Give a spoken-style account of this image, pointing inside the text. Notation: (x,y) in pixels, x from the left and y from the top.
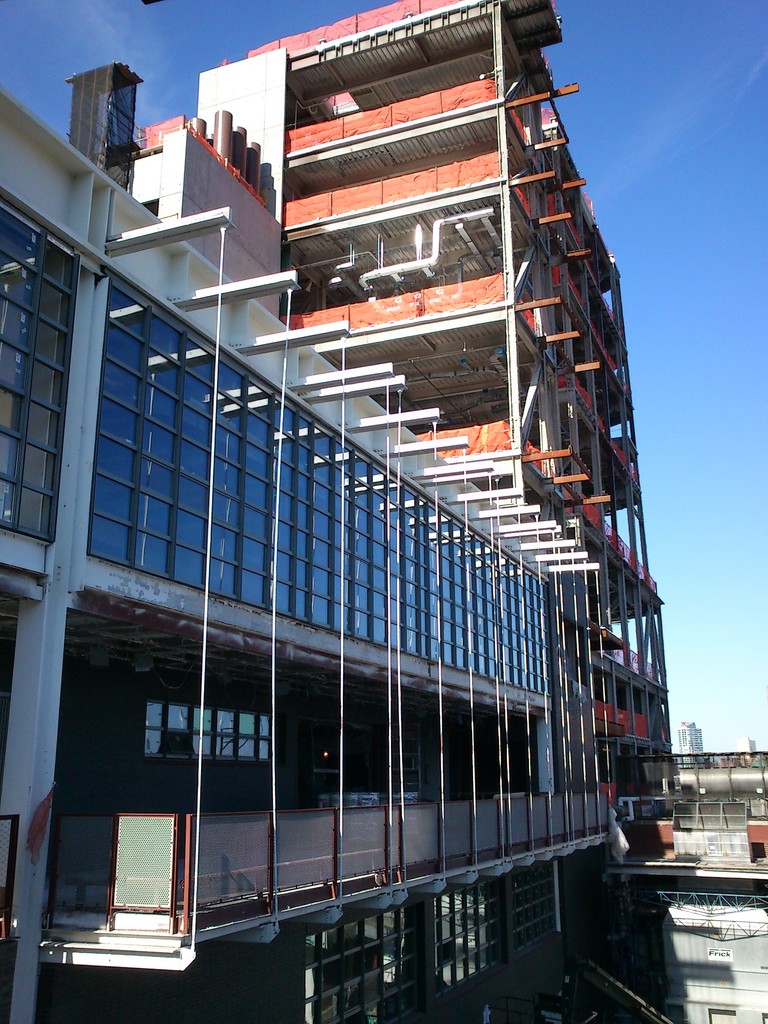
In this image we can see buildings (425,459), pipelines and sky (638,249).
